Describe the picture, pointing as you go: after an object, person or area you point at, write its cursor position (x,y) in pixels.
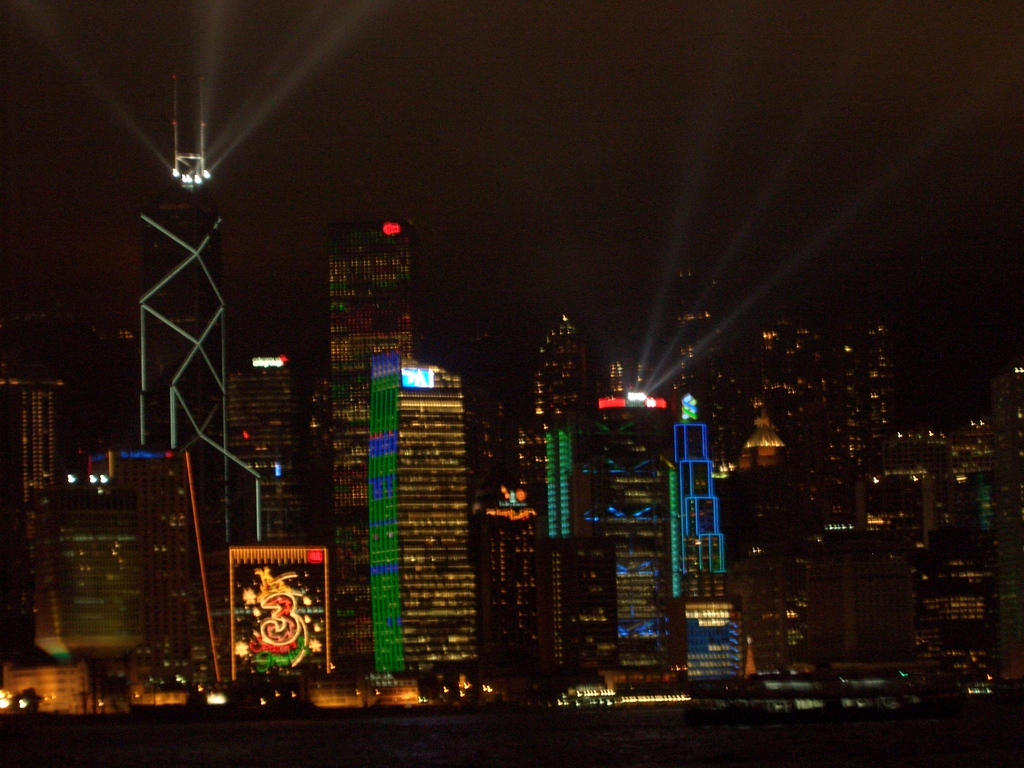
In this image in the background (396,550) there are buildings (276,480) and there are lights (256,361) on the buildings (694,481) and there is a number (278,599) which is visible.
